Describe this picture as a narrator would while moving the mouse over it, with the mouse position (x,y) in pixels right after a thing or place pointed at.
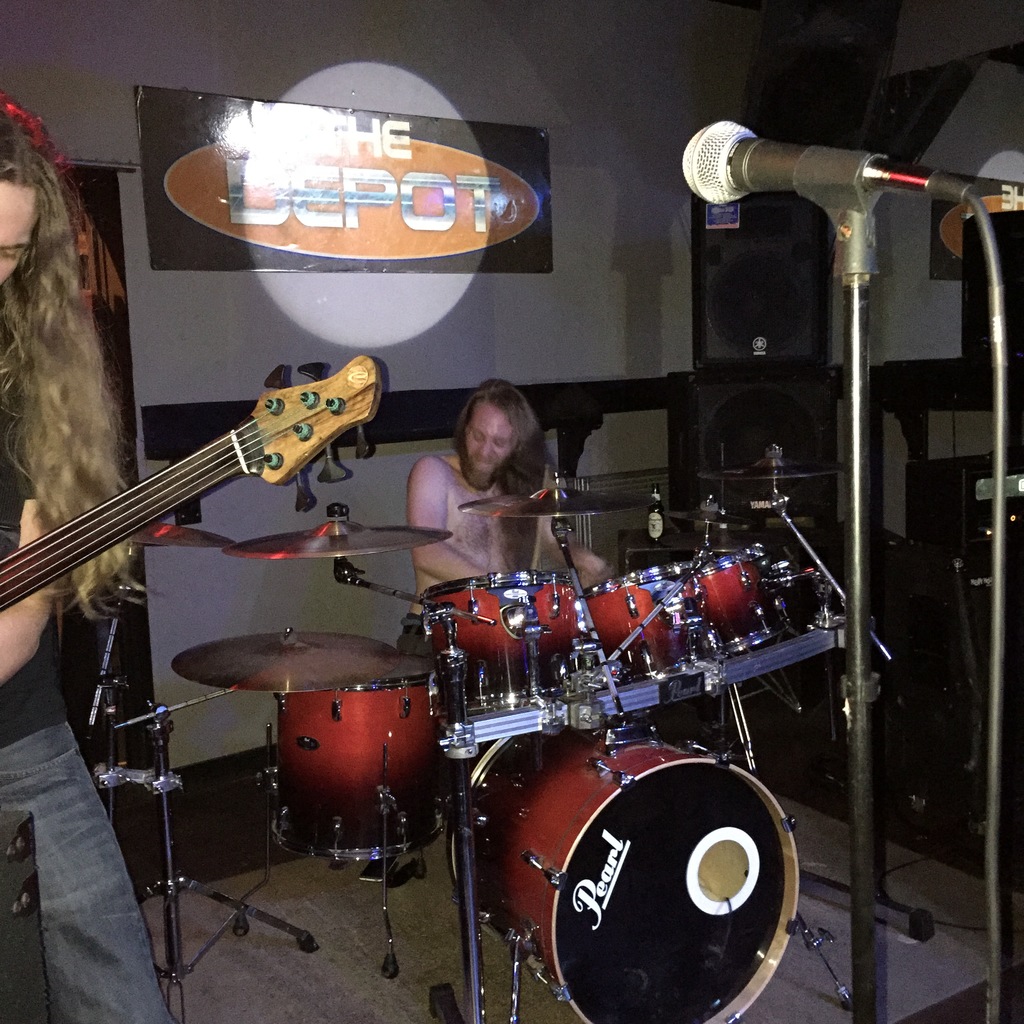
In this picture we can see two men (70,326) playing guitar (138,520) and drums (308,757) and in front of them we have mics (824,188) and in background (217,183) we can see wall (223,296) with banner (367,257), speakers (716,334).
